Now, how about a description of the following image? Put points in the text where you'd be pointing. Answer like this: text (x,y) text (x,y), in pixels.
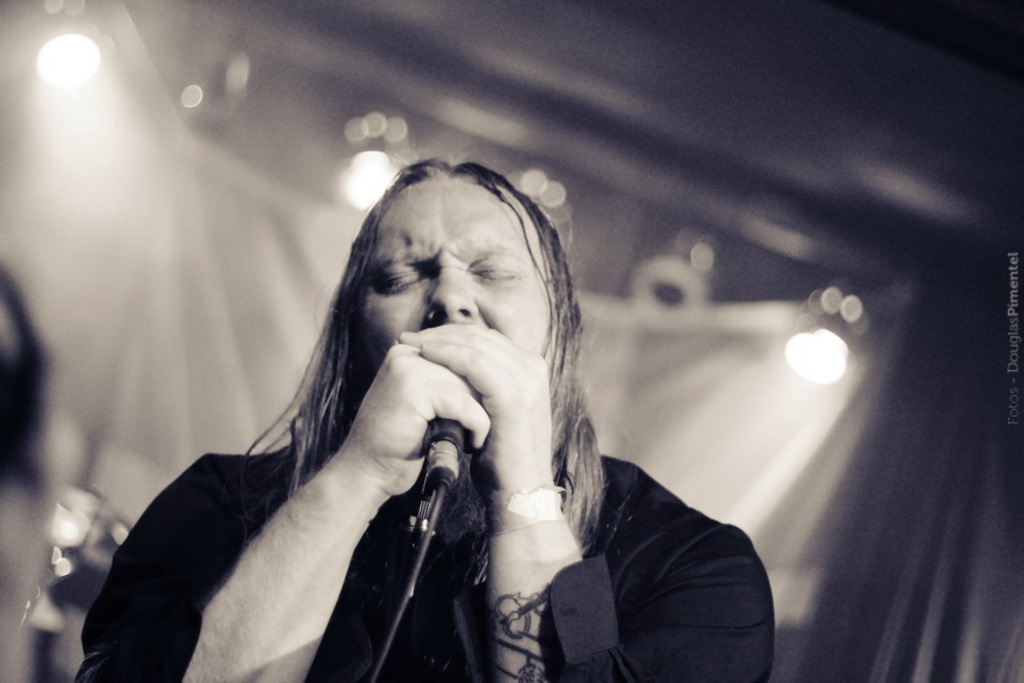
In this image I can see a person (461,545) singing, holding a microphone (461,444). There are lights (76,55) at the back (69,39).
